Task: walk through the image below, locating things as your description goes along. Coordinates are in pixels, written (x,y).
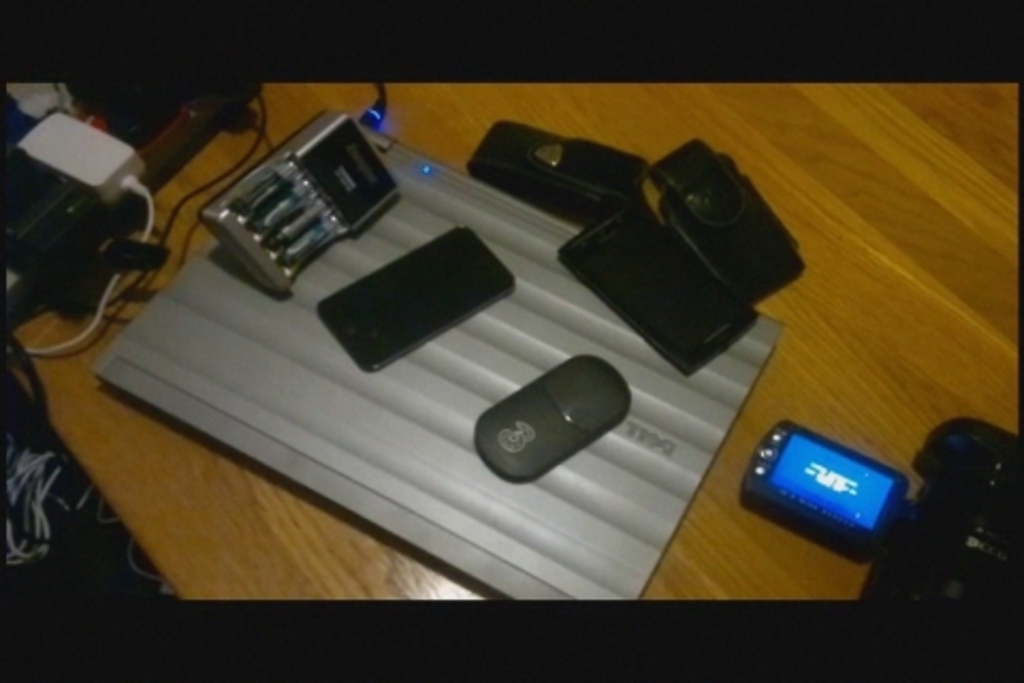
In this image we can see some objects (504,361) are placed on a table (859,565). There is an extension box (80,226) and some plugs (103,152) are plugged into it. There is a digital camera (833,511) on the table (749,536).
